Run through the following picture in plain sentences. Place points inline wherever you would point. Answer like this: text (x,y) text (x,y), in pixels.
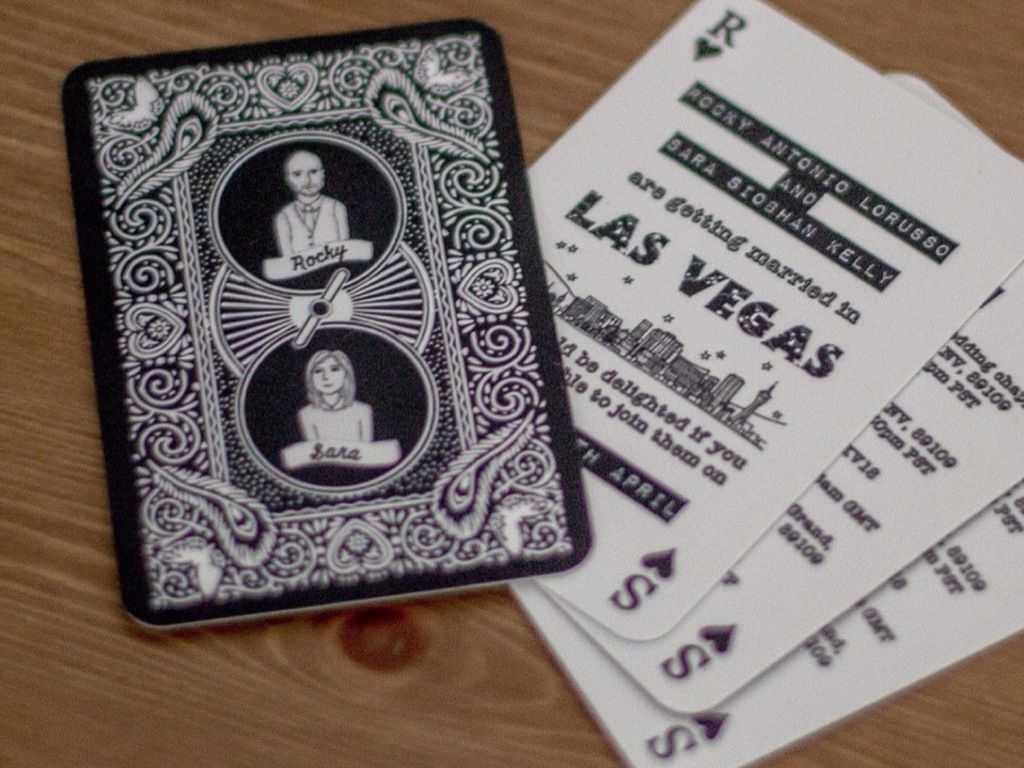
In this image, we can see playing cards (619,529) on the wooden surface (368,701).
